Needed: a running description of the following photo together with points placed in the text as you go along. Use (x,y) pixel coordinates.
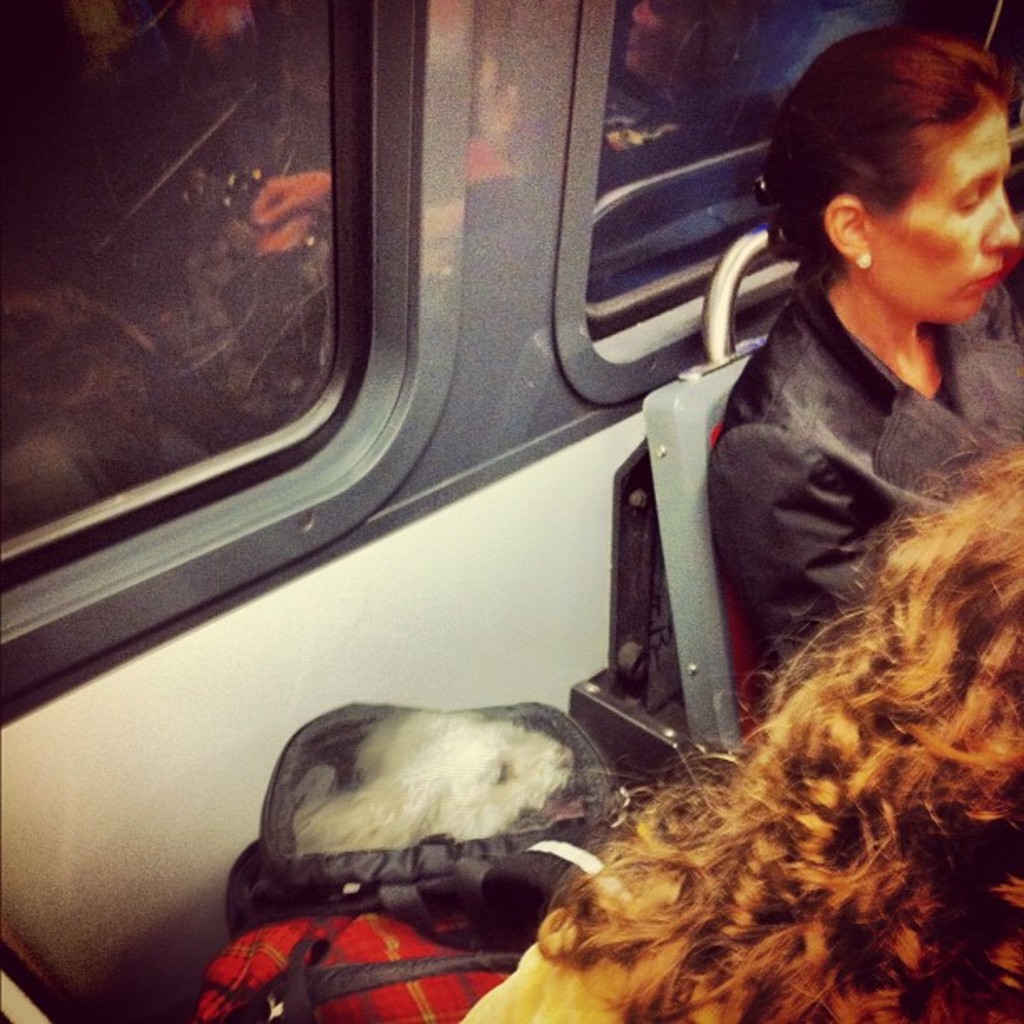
In this image I can see a woman (800,405) wearing black colored dress (841,486) and another woman's hair (741,834) are sitting on chairs (683,539) in the train (544,560). I can see two windows (659,150) of the train (679,145) and two bags (388,913) which are red and black in color.
